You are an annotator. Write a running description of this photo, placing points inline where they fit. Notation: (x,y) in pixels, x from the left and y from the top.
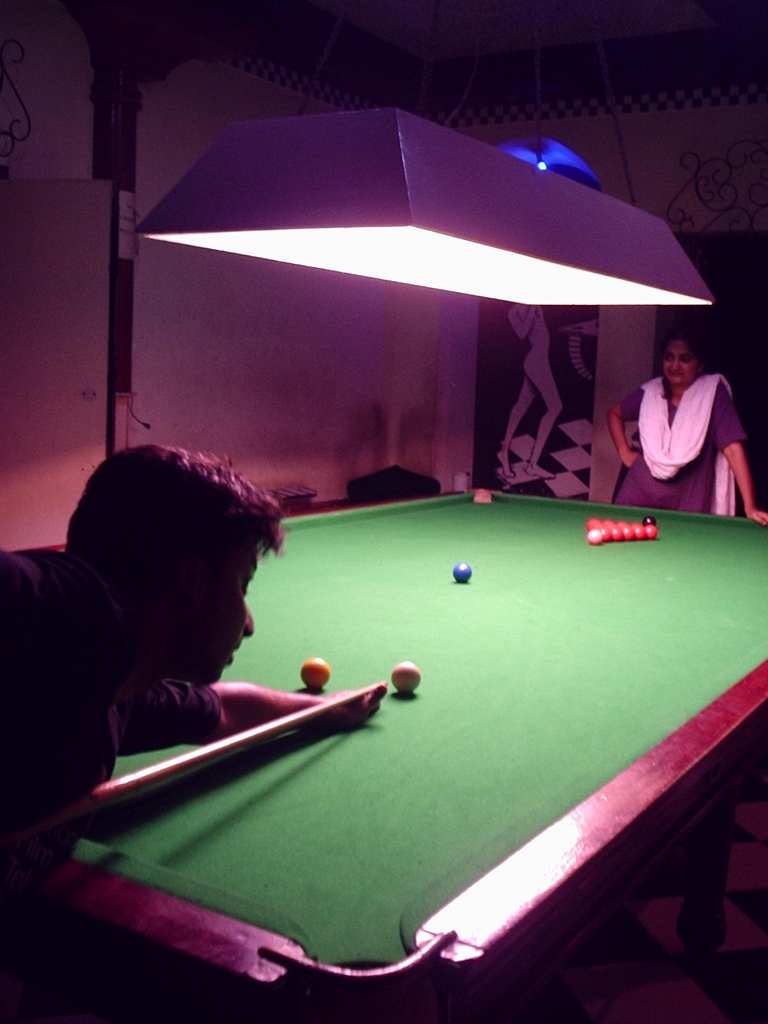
In this picture we can see woman (707,482) standing at other end of snookers table (489,621) here person (236,646) hitting the ball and background (541,424) we can see posters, light (388,157).
